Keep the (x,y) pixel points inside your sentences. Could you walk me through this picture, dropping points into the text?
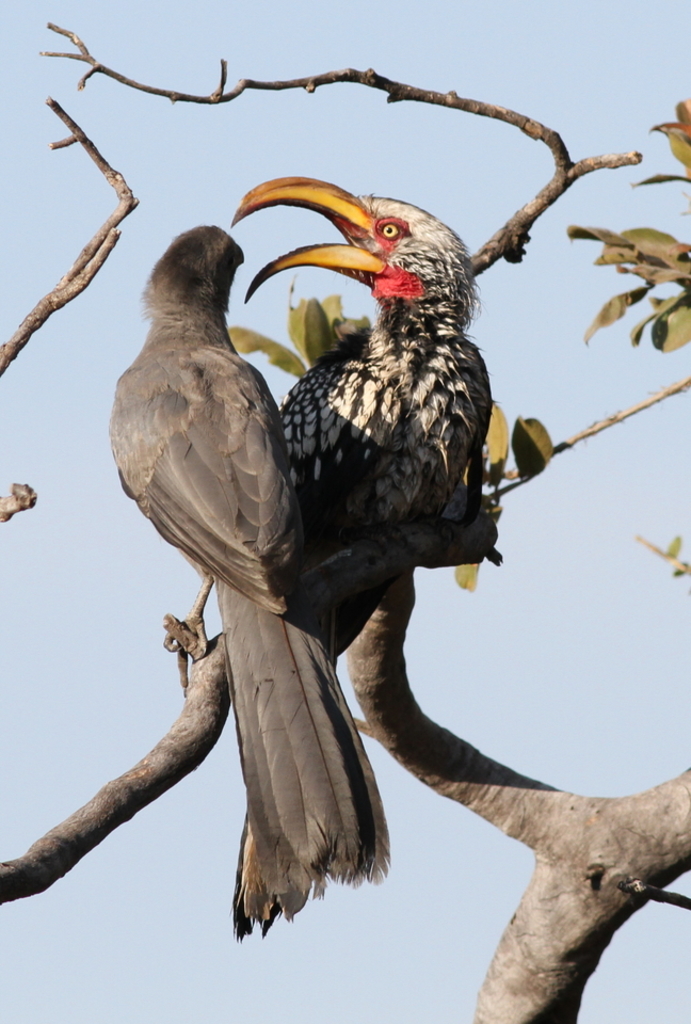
In this picture there is a hornbill (417,427) and there is another bird (274,566) standing beside it.
